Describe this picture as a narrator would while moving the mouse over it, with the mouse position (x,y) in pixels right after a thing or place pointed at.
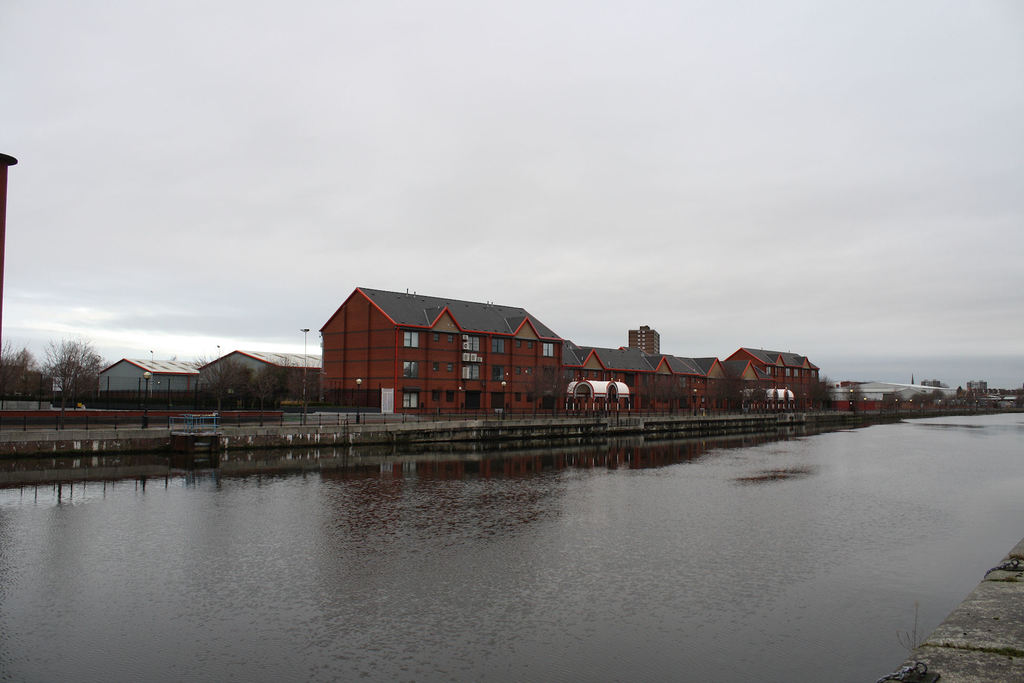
This is water (552,502). There are houses (455,369), poles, and trees (68,386). In the background (516,260) there is sky (812,243).
